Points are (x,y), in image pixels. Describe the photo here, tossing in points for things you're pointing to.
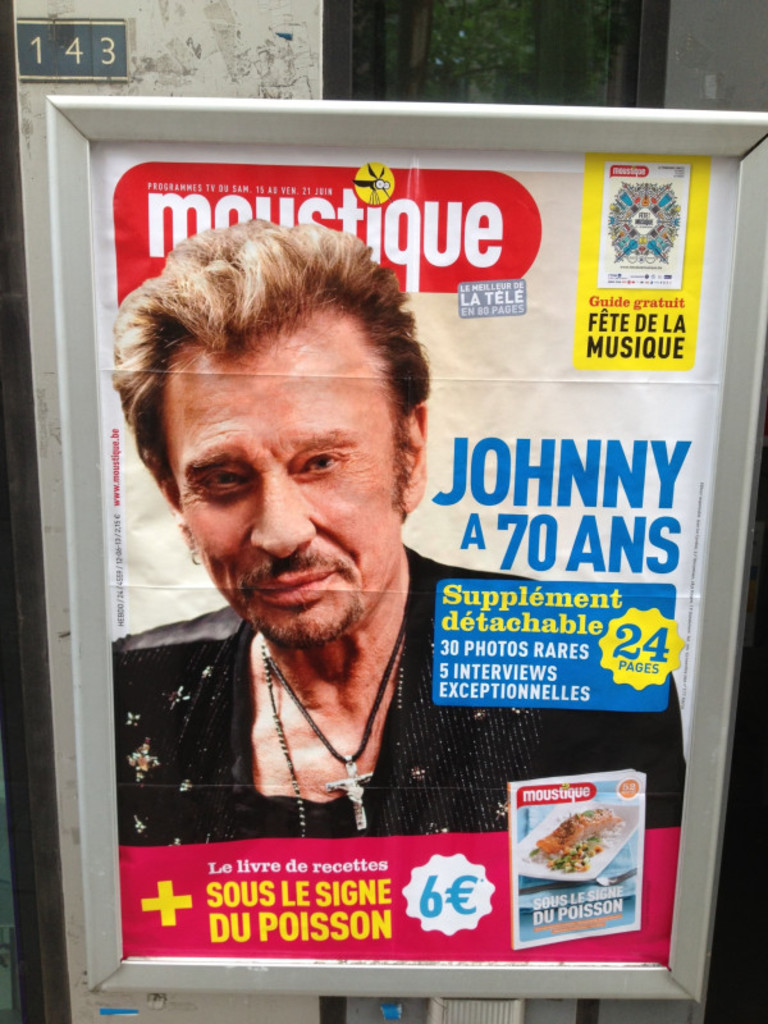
In this picture we can see a frame (109,893) with a poster (527,877) and on this poster (377,888) we can see a man (214,361), plate (619,837) with food (564,833) on it, fork (575,885) and some text (311,216) and in the background (119,42) we can see a number board (58,49) on the wall (169,65) and some objects (328,86).
